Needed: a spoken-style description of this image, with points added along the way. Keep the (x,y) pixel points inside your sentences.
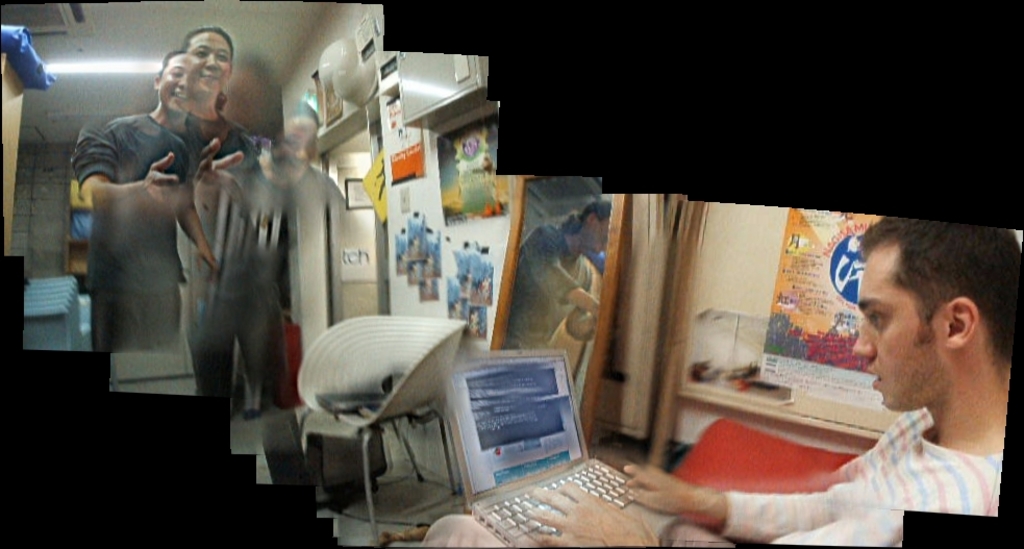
In this image we can see a man (824,518) sitting. We can see a laptop (551,527) placed on his laps (680,546). There are boards (424,267) placed on the walls (423,192). There is a door (356,254) and we can see people (242,199). At the top (94,63) there is a light (94,63) and we can see a chair (370,378).
